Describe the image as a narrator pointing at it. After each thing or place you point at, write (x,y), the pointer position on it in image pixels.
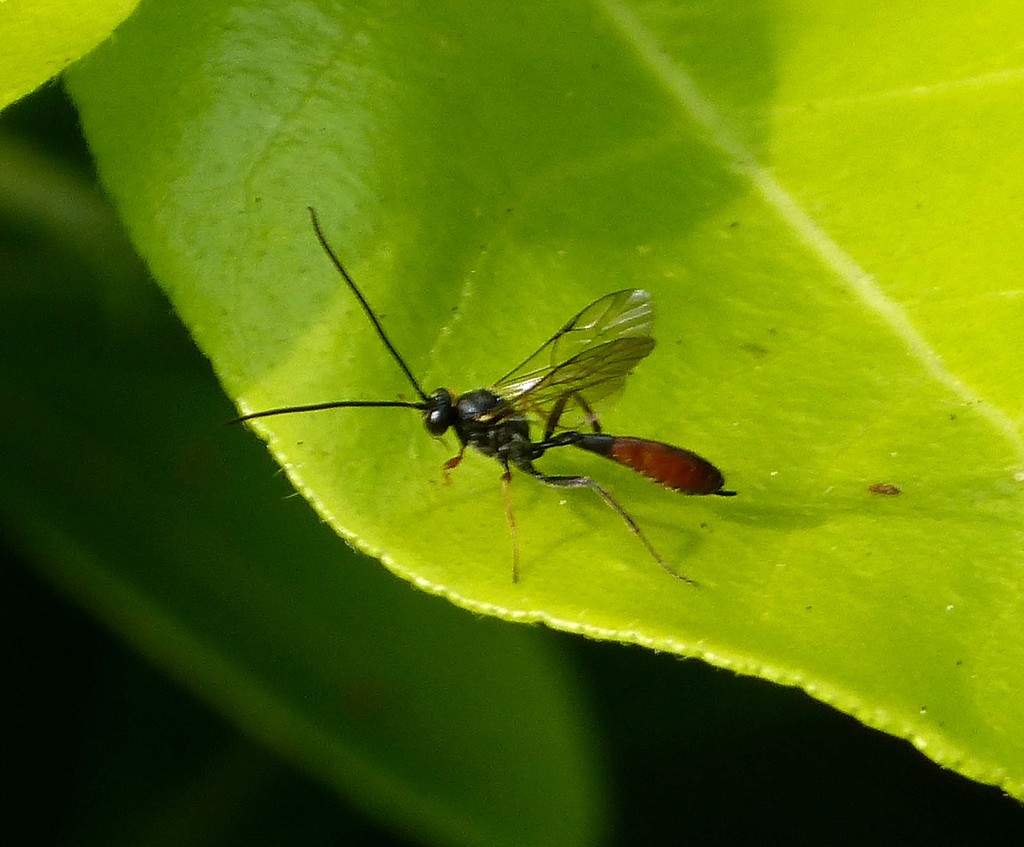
We can see insect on leaf (208,231). Bottom it is dark and we can see green leaf (570,720).
